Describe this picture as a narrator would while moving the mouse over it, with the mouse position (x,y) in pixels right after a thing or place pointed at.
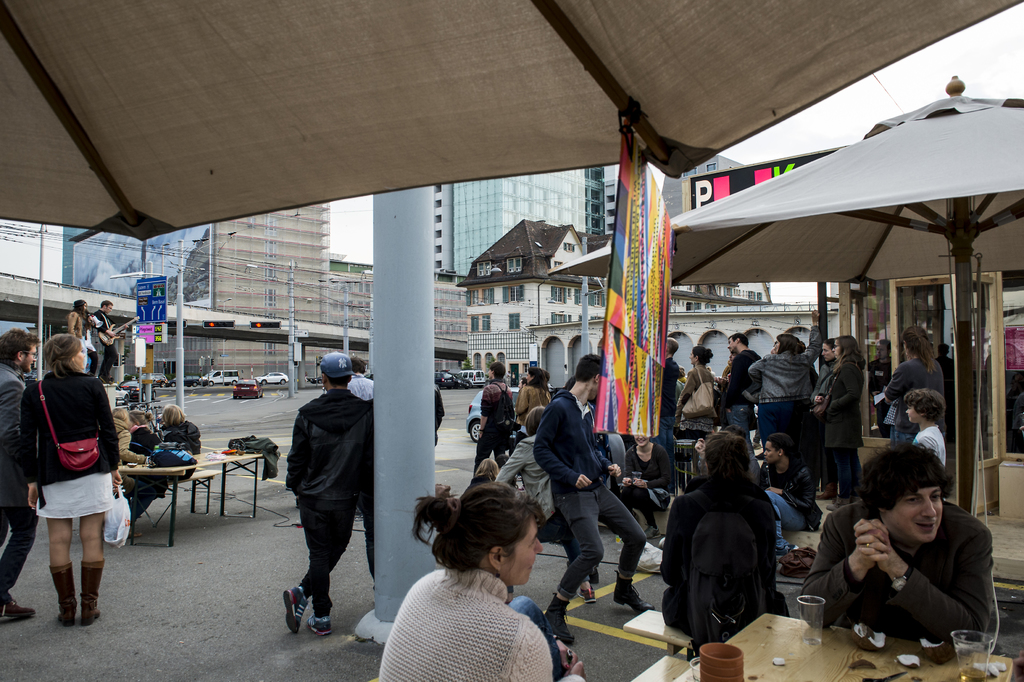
In this image I can see number of persons (70,421) are standing on the ground (277,433), few persons (819,593) are sitting on chairs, few tents (481,25) which are white in color, few poles (346,331), few boards (164,302), few tables (794,668) and on the table (783,659) I can see few glasses (955,648) and few other objects (883,639). In the background (592,342) I can see few buildings (507,213), few vehicles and the sky (923,95).
